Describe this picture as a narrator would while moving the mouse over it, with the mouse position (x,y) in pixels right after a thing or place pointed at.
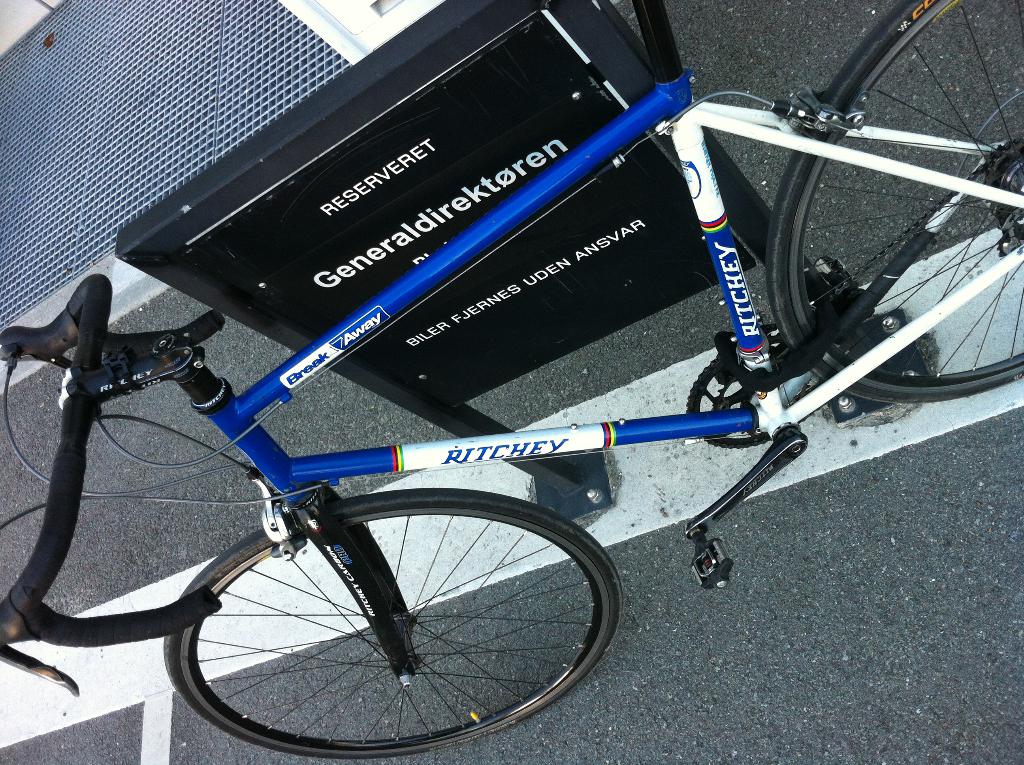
In the picture we can see a bicycle (920,389) on the road (914,593) which is blue in color with black color handle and beside it, we can see a black color board (553,243) with some note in it and beside it we can see a wall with a net (115,135) to it.
